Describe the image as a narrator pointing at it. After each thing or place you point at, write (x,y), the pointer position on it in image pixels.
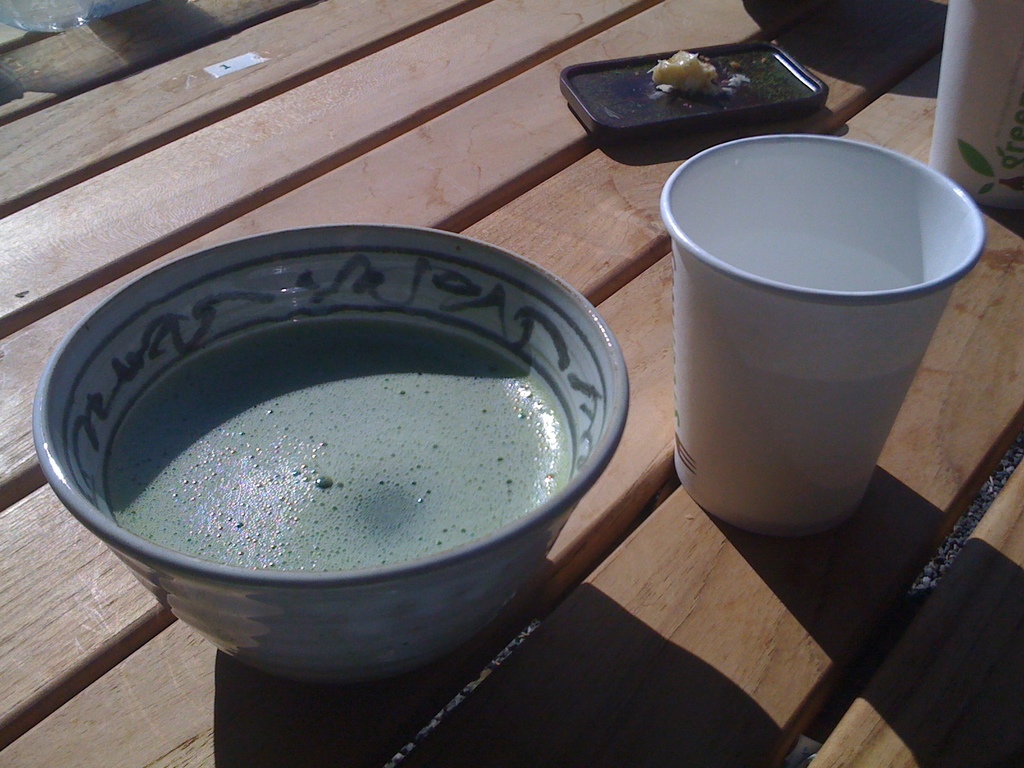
In this image in center (463,487) there is glass (806,356) and there is a bowl (451,441) and there is an object (662,119) which is black in colour which is on the brown colour surface (541,204). On the right side (993,99) there is an object (993,99) which is white in colour.
